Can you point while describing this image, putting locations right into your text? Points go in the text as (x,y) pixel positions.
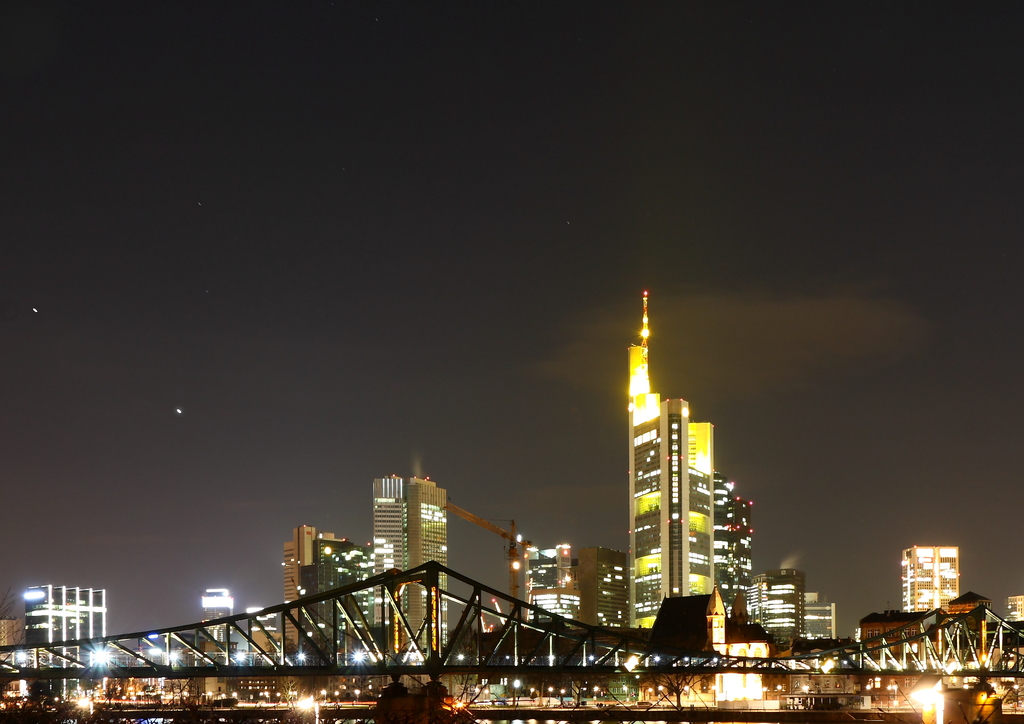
In the image we can see there are many buildings (641,553). This is a bridge (524,672), fence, lights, tower (652,515) and a sky (291,340).
